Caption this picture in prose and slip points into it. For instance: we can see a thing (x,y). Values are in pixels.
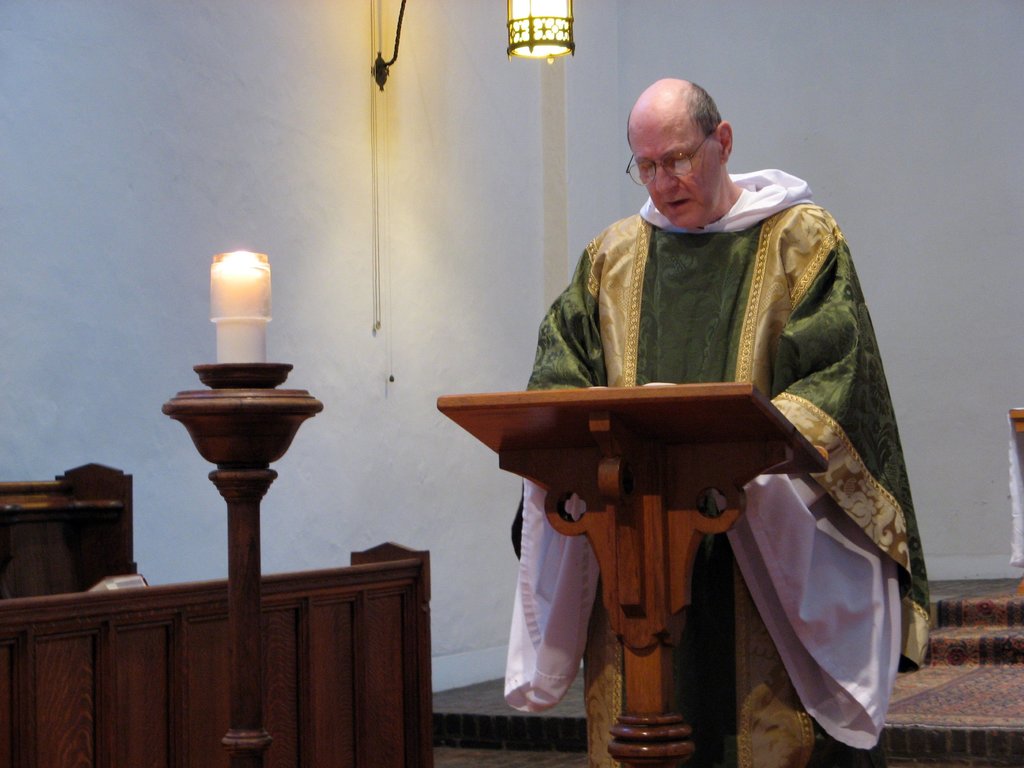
The image is taken in a church (615,475). In the center of the picture (681,302) there is a man (681,359) reading something, in front of him there is a podium (670,446). On the left (222,472) there is a candle (249,342) and wooden objects (319,602). In the background (464,109) the wall (585,99) is painted white. At the top (519,31) there is a light (543,37) and an iron bar (395,53).
